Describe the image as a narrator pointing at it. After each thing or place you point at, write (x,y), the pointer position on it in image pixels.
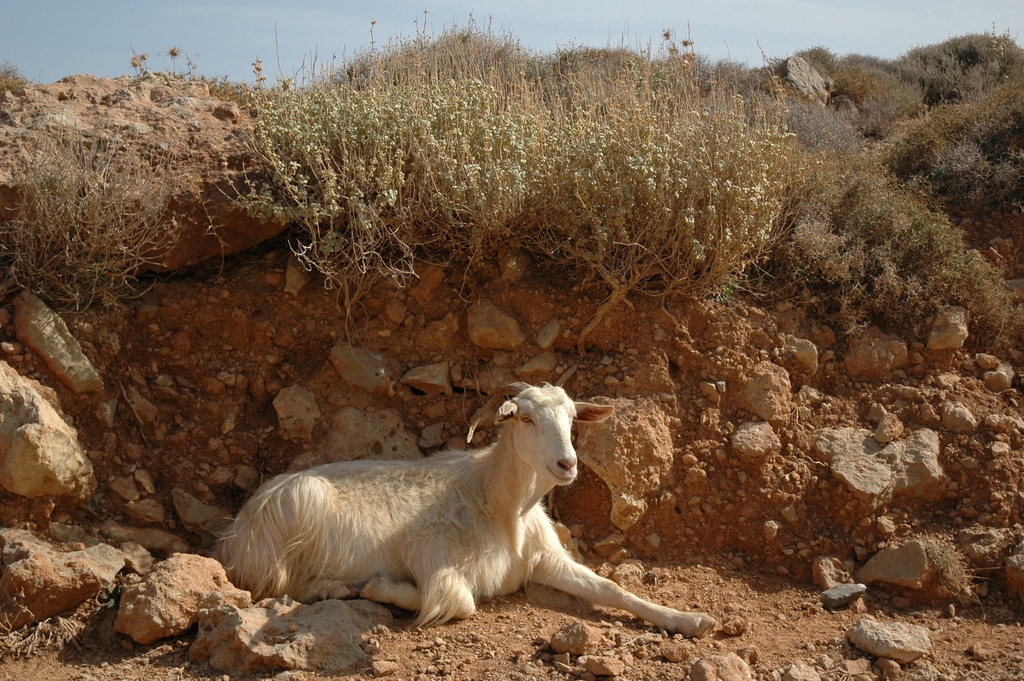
In this image we can see a goat (491,519). There are plants (565,154) and grass (707,100). We can see rocks (170,151). At the top (82,26) there is sky (338,26).
